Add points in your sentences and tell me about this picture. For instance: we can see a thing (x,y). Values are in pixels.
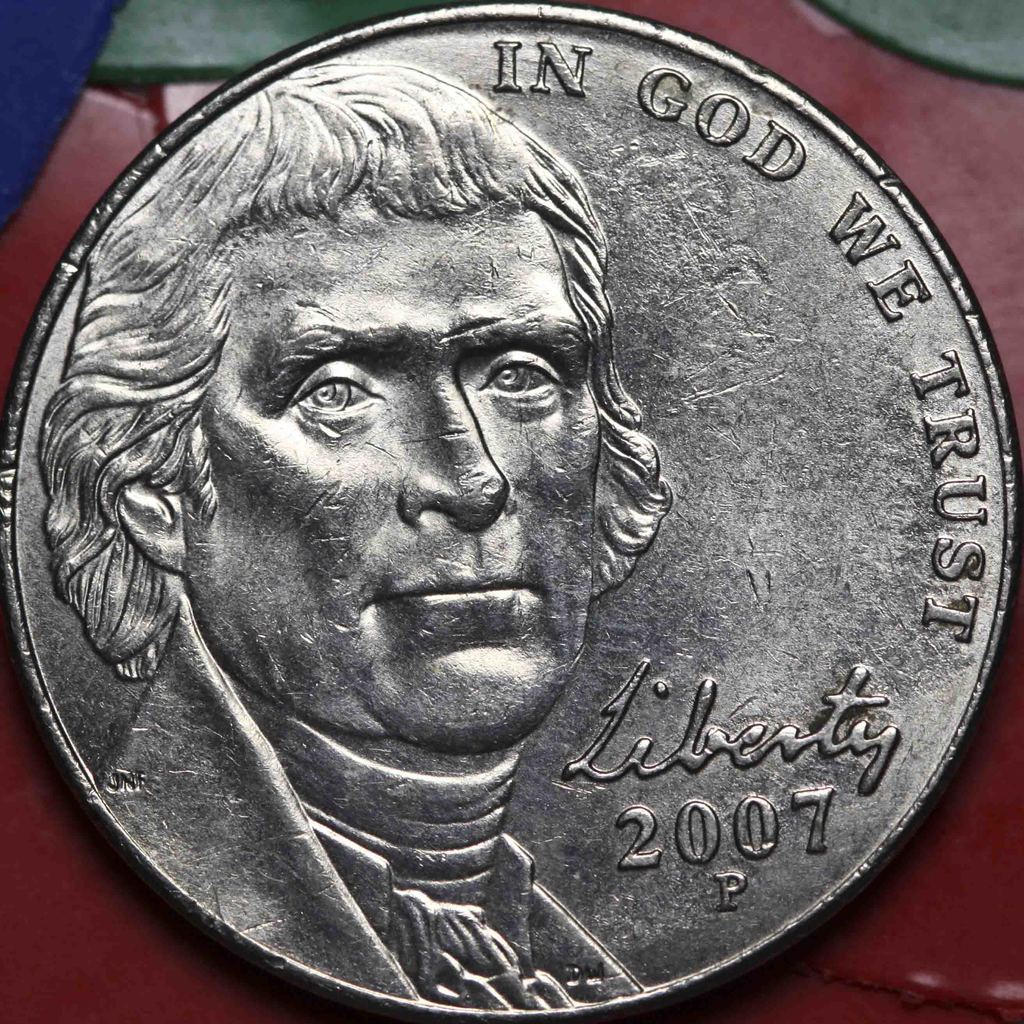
In this image I can see a silver coin (154,455). I can also see a person's face (477,600) and something written on the coin (558,801).
